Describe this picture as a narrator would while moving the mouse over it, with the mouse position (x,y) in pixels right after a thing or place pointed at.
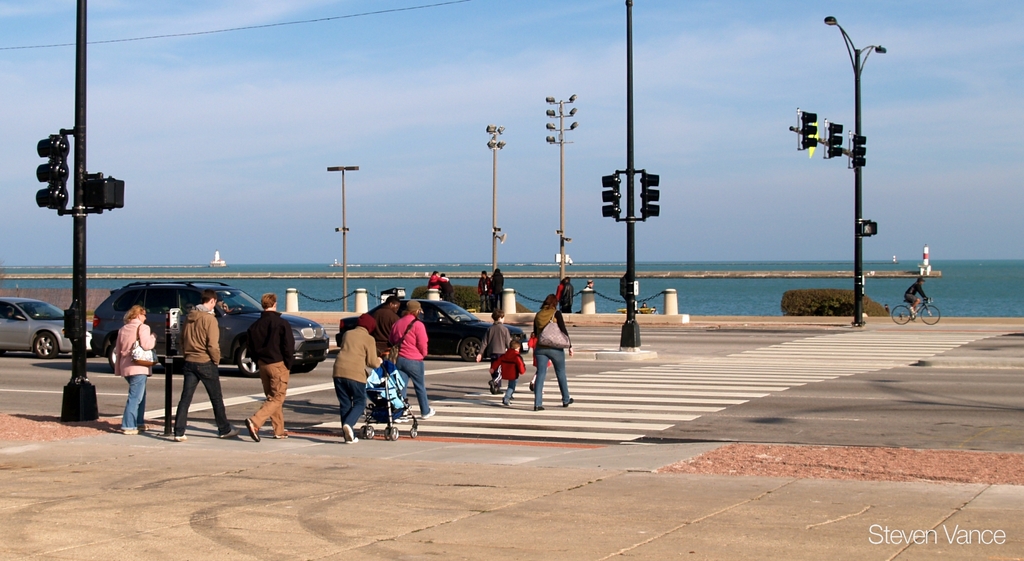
This is an outside view. At the bottom (453,466) there is a road (823,426). On the left side (18,345) there are few cars (156,332) and also I can see few people (345,363) are crossing the road (646,413). On both sides of the road (502,423) there are few traffic signal poles (70,415). On the right side (907,307) there is a person (914,297) riding the bicycle (931,323). In the background (722,283) there is a sea (740,288). At the top of the image (273,48) I can see the sky (300,60).
